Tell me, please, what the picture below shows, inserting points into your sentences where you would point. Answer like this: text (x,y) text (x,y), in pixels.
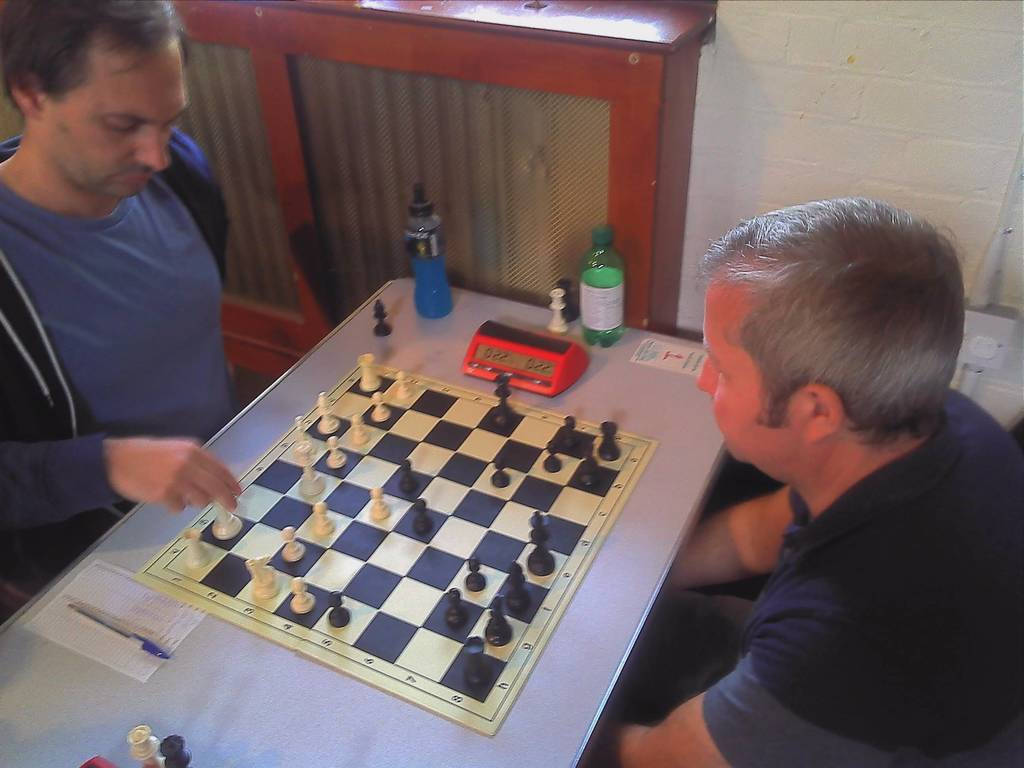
In the center of the image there are people (188,422) playing chess. In the center of the image (495,397) there is a table (76,765) on which there is a chess board (415,654) and other objects (584,295). In the background of the image (750,120) there is a wall (752,71). There is a wooden cupboard (450,64).
